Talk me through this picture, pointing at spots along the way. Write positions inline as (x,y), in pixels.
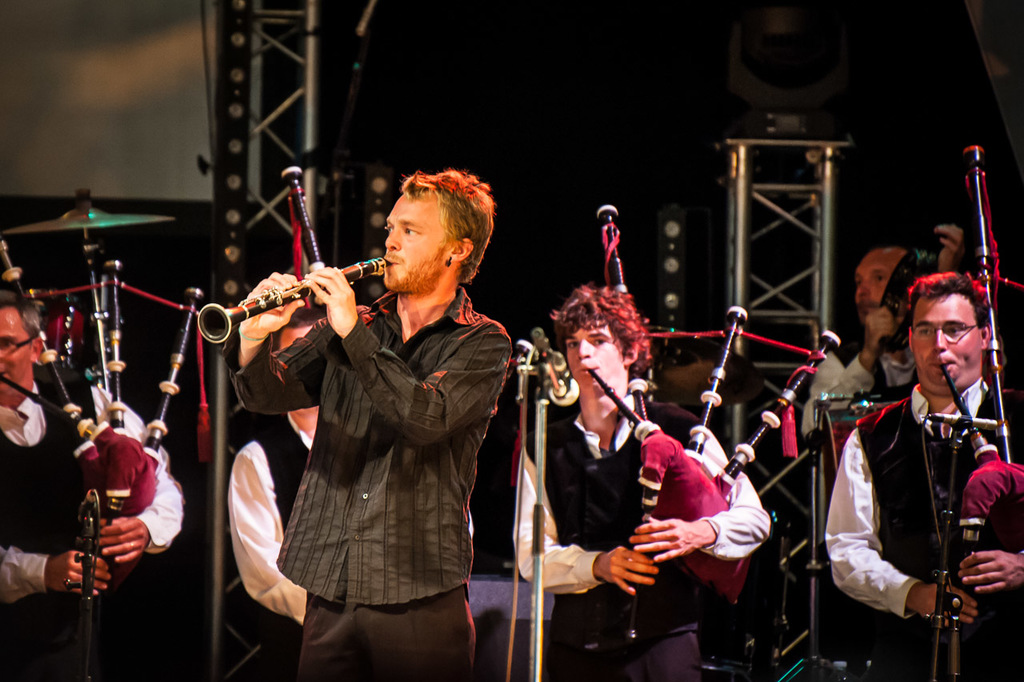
In this picture we can see a man (329,461) holding a clarinet (221,332) with his hands (268,328) and standing and at the back of him we can see some people (938,329) holding musical instruments (150,425) with their hands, mics (560,370), rods (737,420) and some objects (234,114) and in the background (649,76) it is dark.
